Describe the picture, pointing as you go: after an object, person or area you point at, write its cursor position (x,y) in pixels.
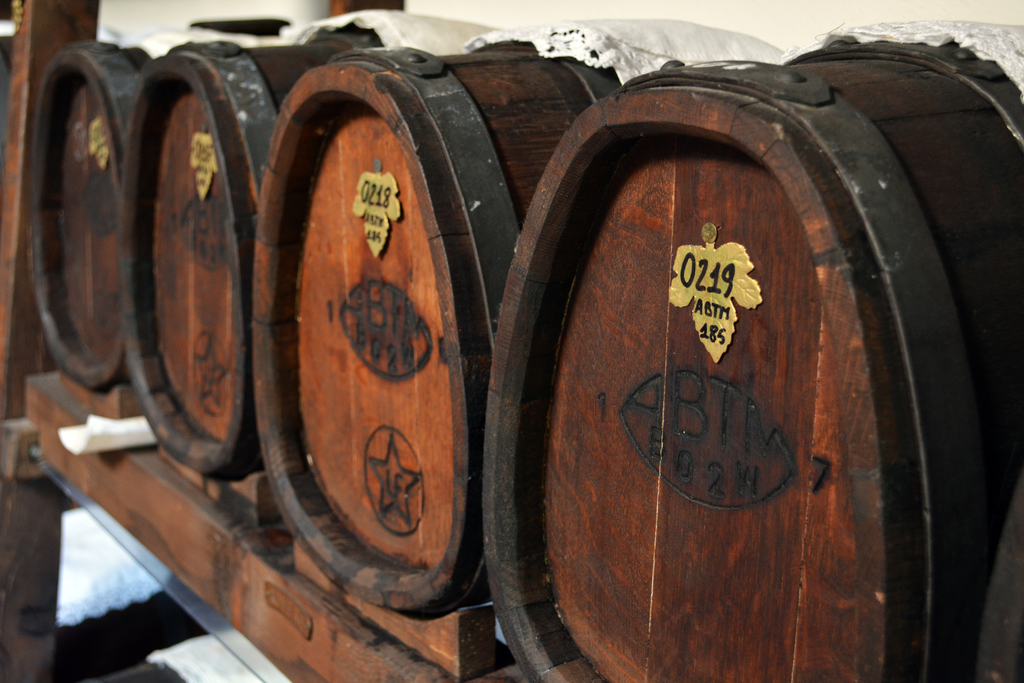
In this image, we can see wooden barrels (153,349) with badges (693,294) are placed on the wooden stand (278,607). Here we can see white object (103,437). Top of the image (716,45), we can see cloths (488,41).
